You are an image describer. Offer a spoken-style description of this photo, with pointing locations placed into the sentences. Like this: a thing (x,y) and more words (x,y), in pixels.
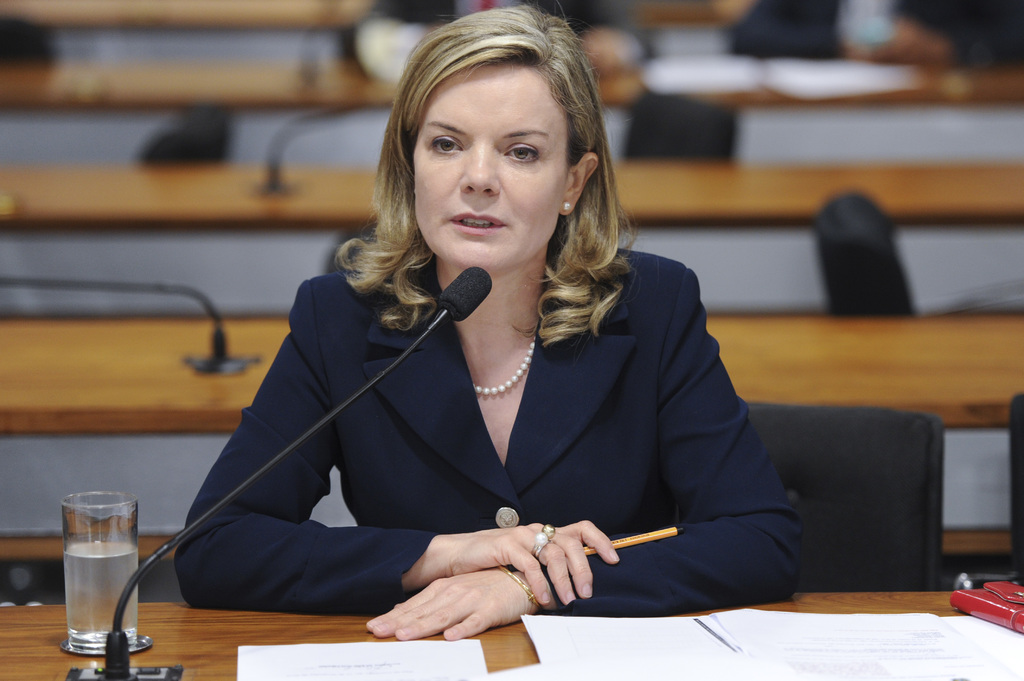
In-front of this woman (487,365) there is a table (487,636). On this table (47,663) there is a mic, papers (665,636) and a glass of water (110,518). Background (921,399) it is blur. We can see tables (238,344) and chairs (688,139).
